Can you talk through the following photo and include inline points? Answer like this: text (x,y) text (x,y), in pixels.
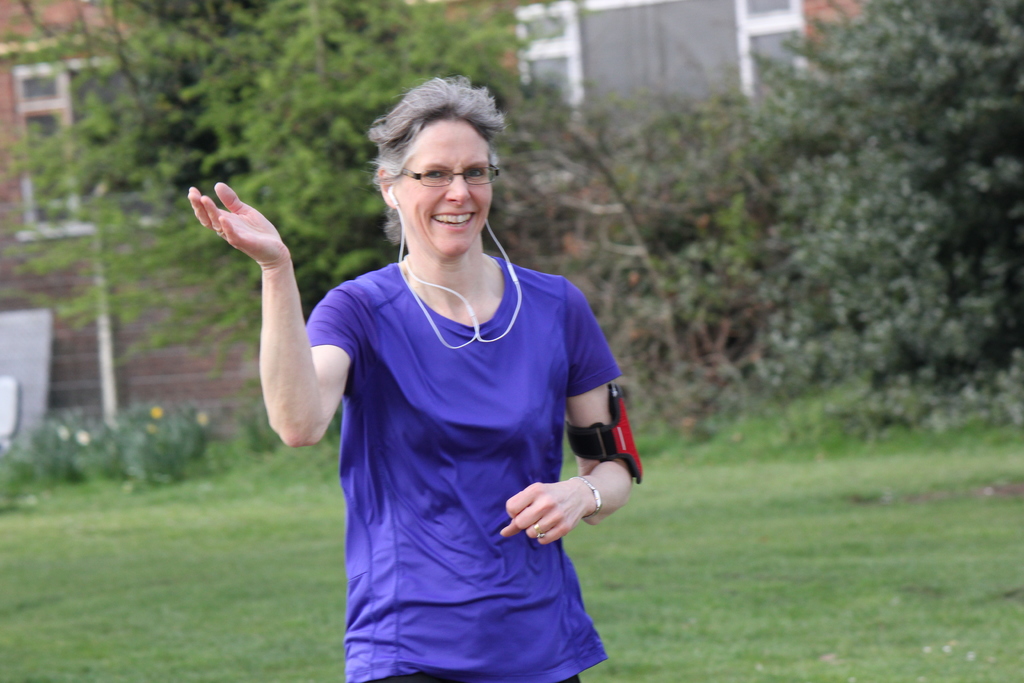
In the center of the image (476,353) we can see a lady (467,263) standing and smiling. In the background (102,181) there are buildings (68,63), trees (747,141) and grass (204,506).
